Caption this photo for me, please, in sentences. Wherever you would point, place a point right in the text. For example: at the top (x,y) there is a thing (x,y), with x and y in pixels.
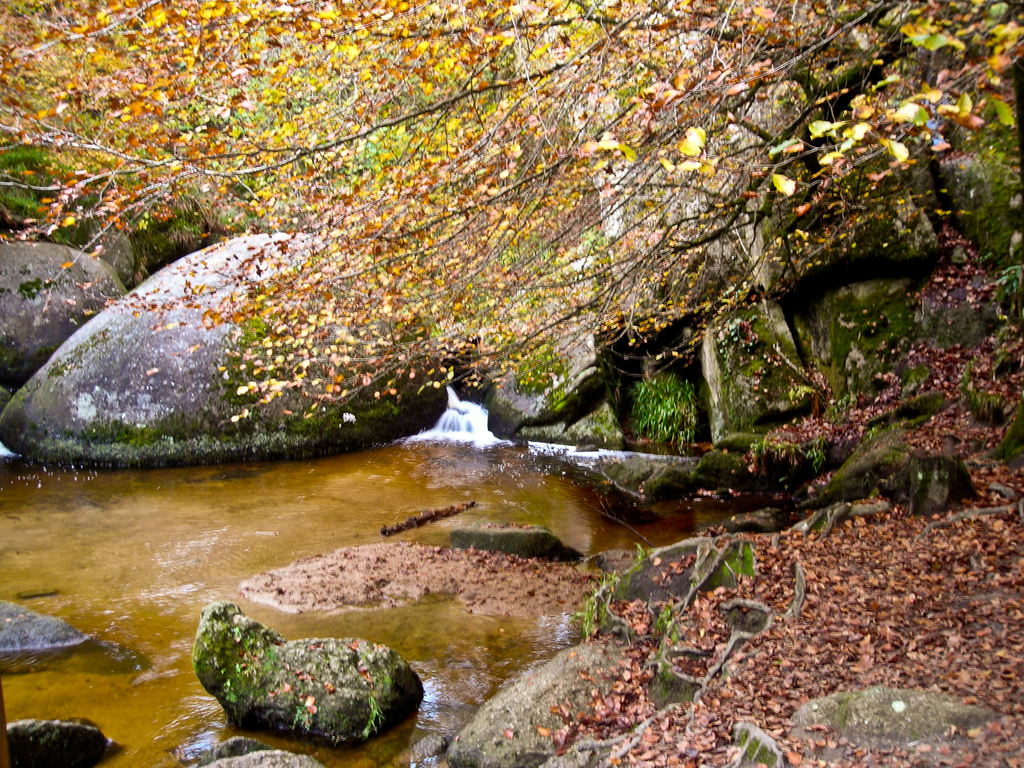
This is a picture of forest (530,7). This is a lake (421,528) with stones (118,395) and rocks (228,411). This is a tree (648,94). This is a dried land area (868,624).
